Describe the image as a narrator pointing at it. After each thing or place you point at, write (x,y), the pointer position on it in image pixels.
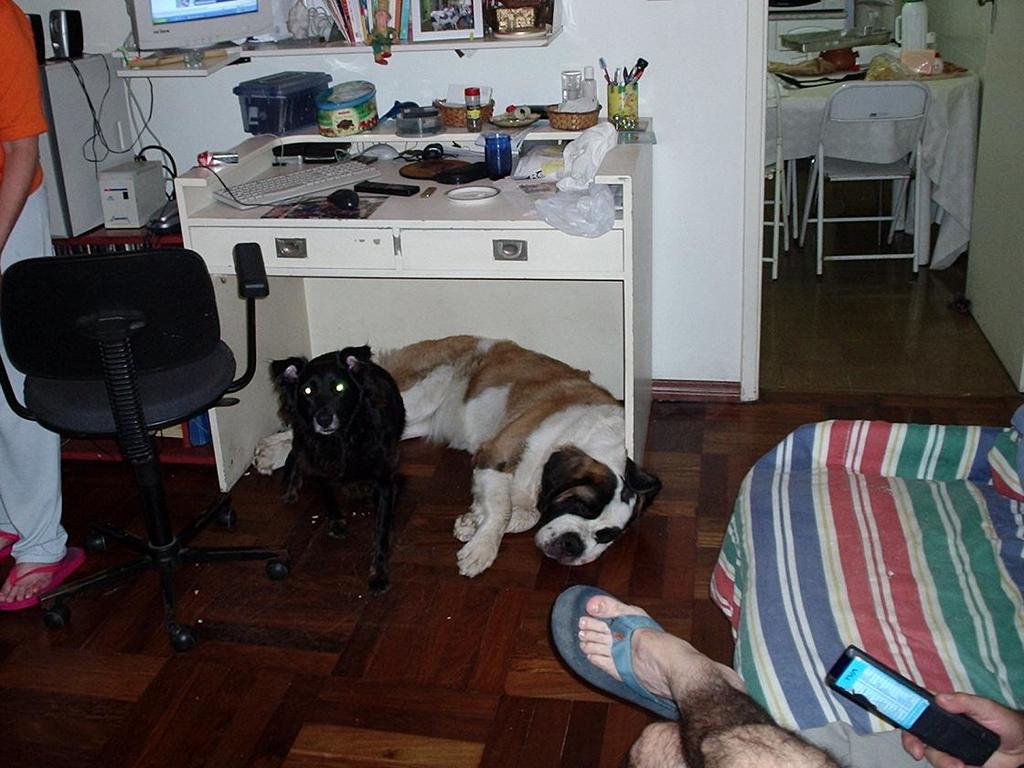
This picture is clicked inside the room (690,559). In middle of the picture (455,320), we see a table (422,249) on which tape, mouse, keyboard (364,174), remote (368,187), plastic cover (541,171), plastic box (628,110) containing pens (636,81) are placed on this table (376,213). We see black dog (355,409) standing and white dog (279,446) lying near the chair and under the table (458,240). Behind the table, we see shelves (281,44) in which photo frame (426,19), books (350,31) and system (188,48) are placed. On the right bottom of the picture (836,566), we see man (857,754) holding mobile phone (921,732) in his hand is sitting on bed (837,454) and on right top of the picture (772,108), we see dining table (774,78) and chair (876,153).
